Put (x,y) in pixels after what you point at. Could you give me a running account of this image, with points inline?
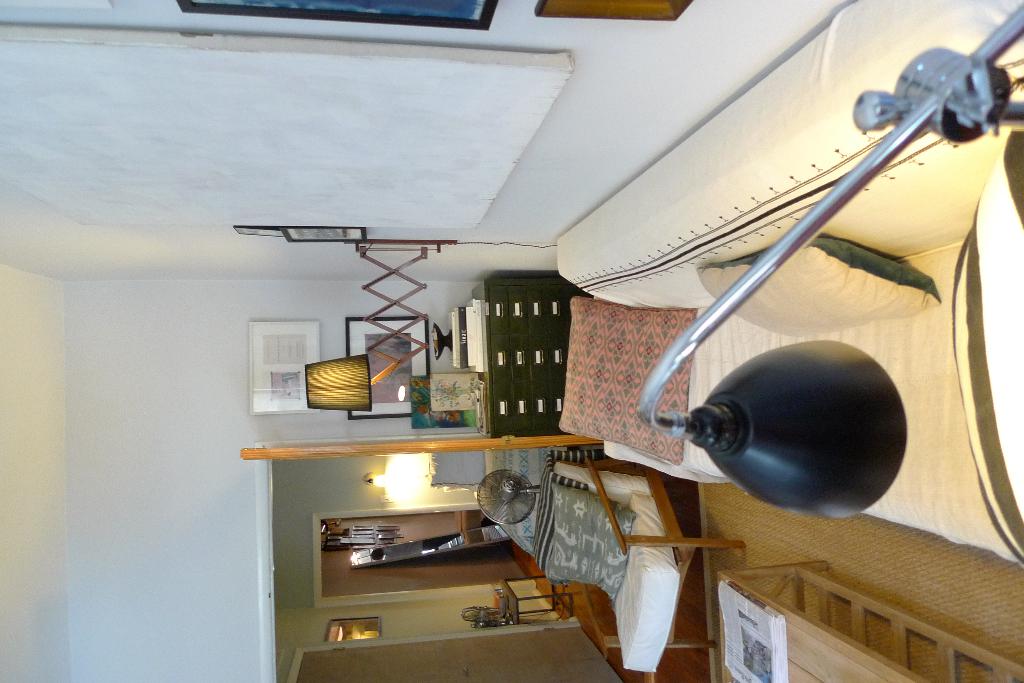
In a room (697,492) there are lamps (750,432), couch (969,148), pillows (610,356), board (382,56), table (489,365), books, photo frame (412,370), chair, door (422,440) and other room (533,596) at the back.
